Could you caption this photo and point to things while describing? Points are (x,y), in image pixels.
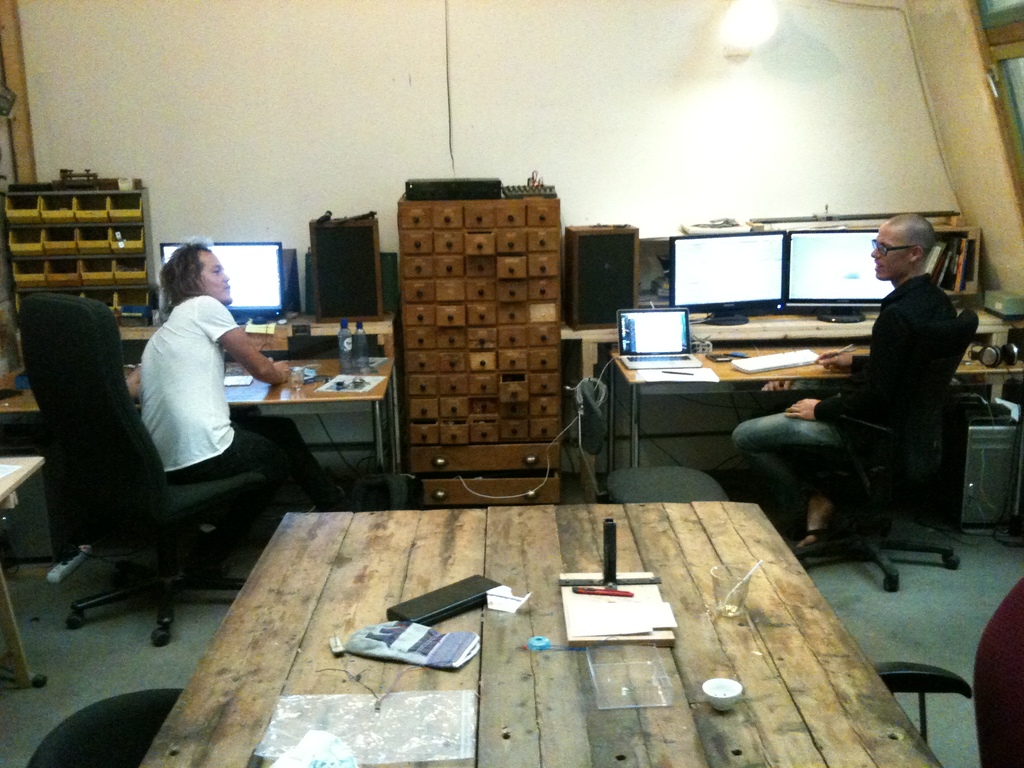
It is the closed picture where two people (206,399) are present or at the right corner of the picture (905,333) one person (905,349) is sitting in the chair (879,432) wearing a black shirt (890,372) and jeans (780,469) and in the left corner of the picture (187,453) one person (176,451) is wearing a white t-shirt (209,397) and in front of him there is a one system (259,299) and table (329,363), water bottles (344,357) and between both people (175,421) there is one wooden rack (498,371) and speakers (606,306) and between the person (894,343) and in front of the person (916,288) there are three monitors (843,259) and behind the monitors (725,286) there is a big wall (638,134) and in the centre of the picture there is one table (532,724) and some things (622,683) on it.
